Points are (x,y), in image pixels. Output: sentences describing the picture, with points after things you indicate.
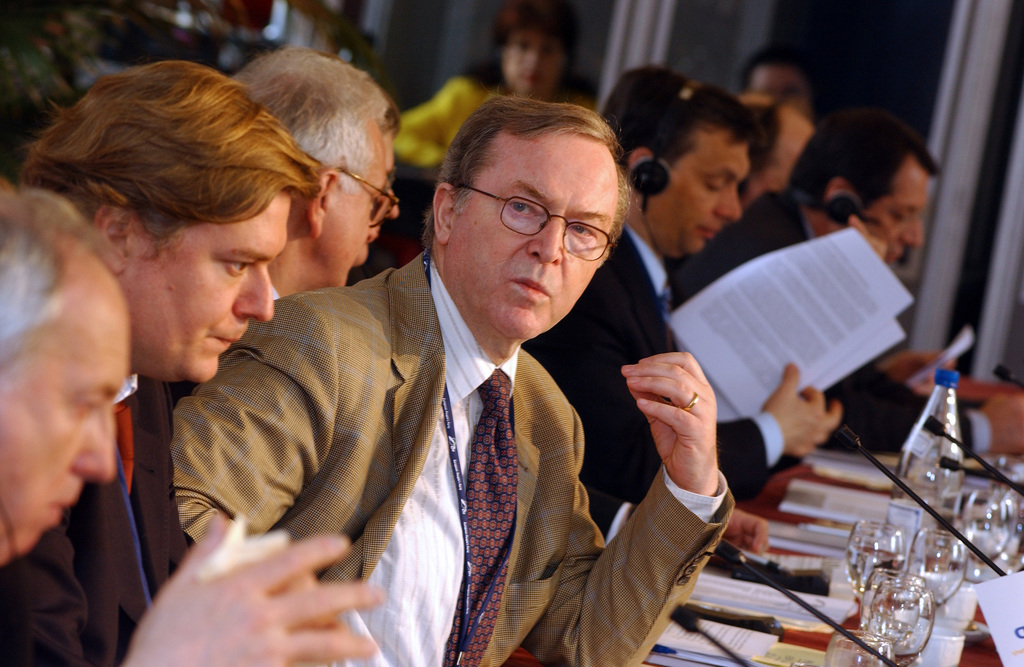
In this picture we can see a few glasses (857,531), a bottle (902,498), microphones (1019,491) and other objects (692,649). We can see a few people (762,149) wearing headsets (846,221) and holding objects (776,323) in their hands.
